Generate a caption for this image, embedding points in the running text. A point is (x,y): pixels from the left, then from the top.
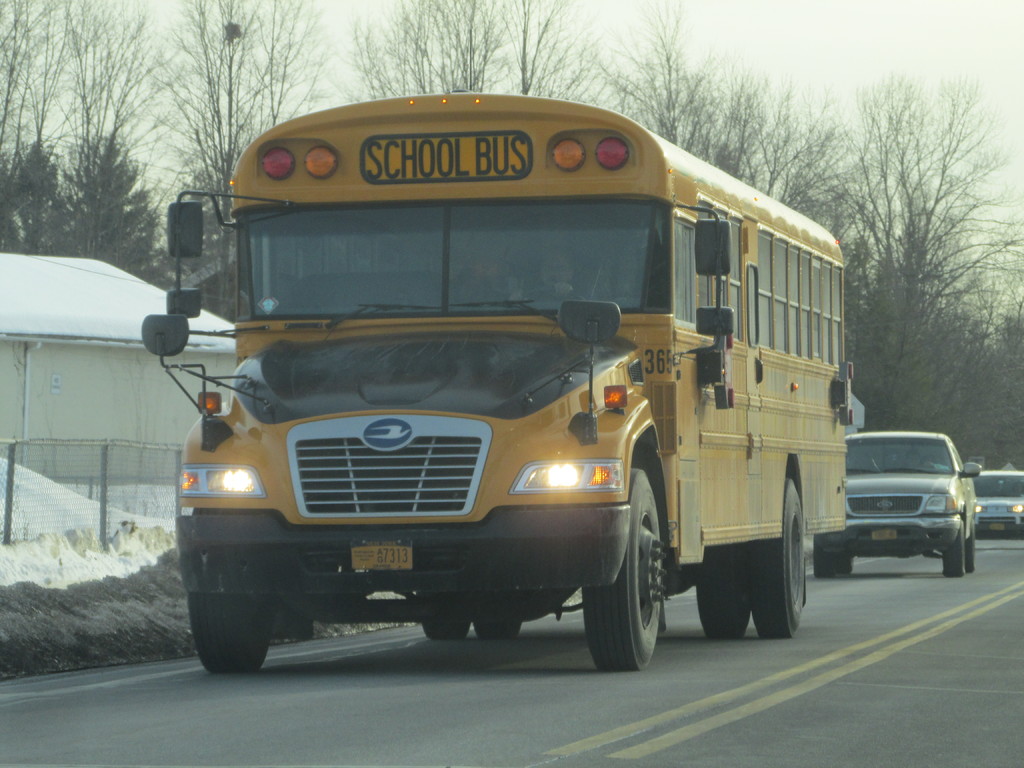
In this image we can see vehicles (358,258) on the road (904,576) and we can also see trees (1015,362), fence (19,493) and sky (617,6).
